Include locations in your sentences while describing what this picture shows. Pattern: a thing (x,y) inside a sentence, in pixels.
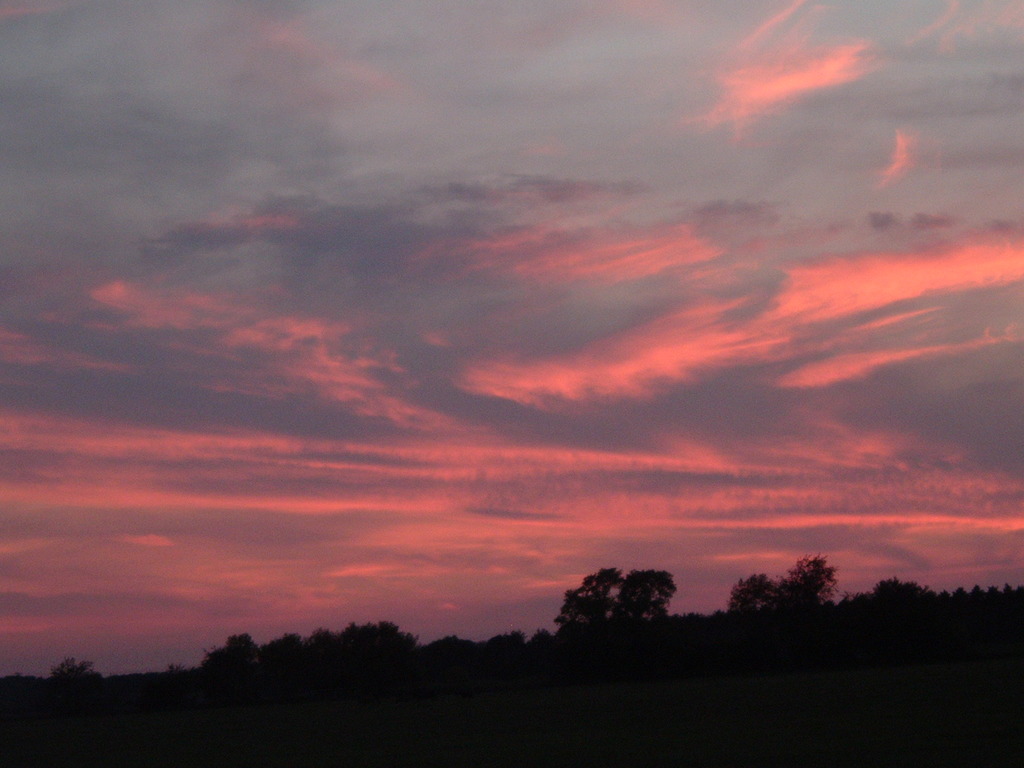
In this picture there are trees (354,664) at the bottom side of the image (266,692) and there is sky (549,380) at the top side of the image (457,162).
